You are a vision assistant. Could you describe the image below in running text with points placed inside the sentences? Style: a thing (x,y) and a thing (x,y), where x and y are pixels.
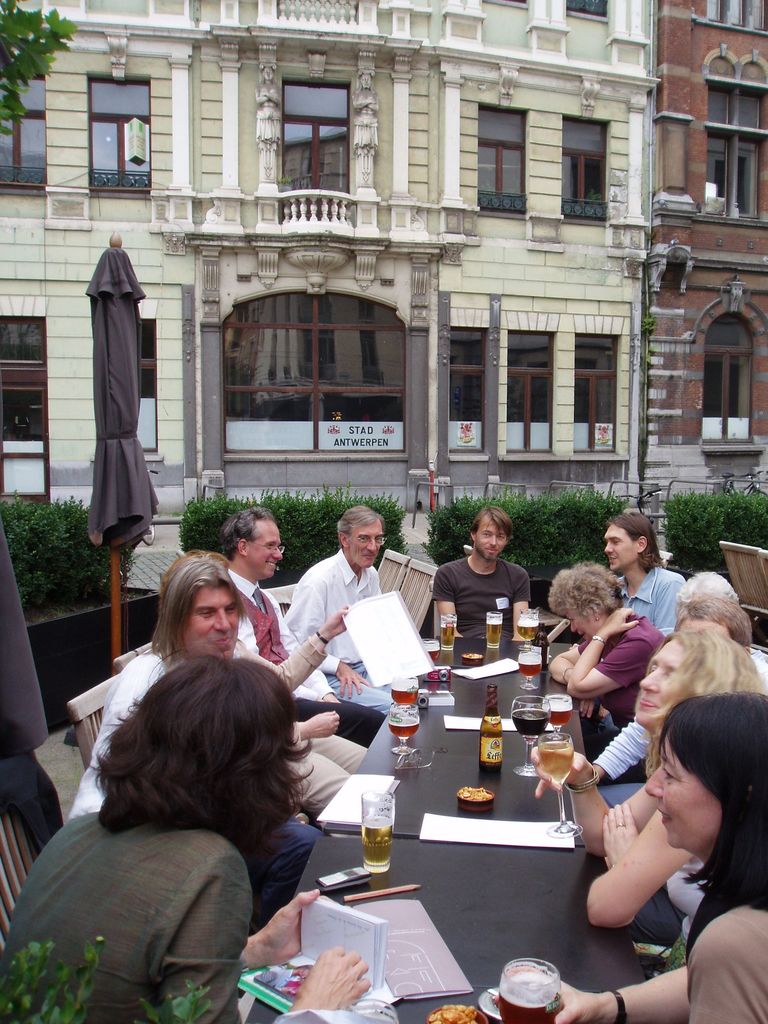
In the picture we can see a set of people (489,603) sitting on a chairs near the table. On the table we can find a papers (402,655), glasses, bottles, and some glasses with wine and we can also see a mobile phone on it. In the background (581,159) we can see a grass plant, buildings (487,368) and tree leaves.
